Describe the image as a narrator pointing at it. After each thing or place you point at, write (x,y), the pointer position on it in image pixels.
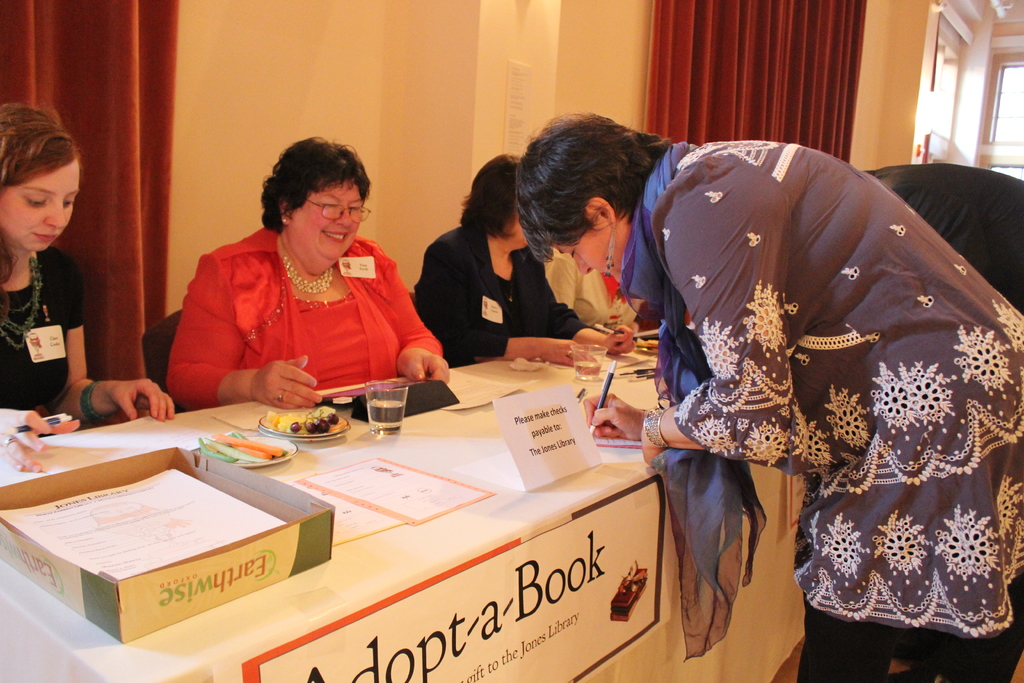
In this picture we can see four woman (258,294) where three are sitting on chairs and one is standing and writing on paper (621,454) with pen (611,382) placed on table (538,379) along with name board (569,418), box (209,483), papers (170,513), plate (260,442) with some food item (280,426) on it, glass (376,416) with water (376,417) in it and in background (332,95) we can see curtains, wall (321,90).
